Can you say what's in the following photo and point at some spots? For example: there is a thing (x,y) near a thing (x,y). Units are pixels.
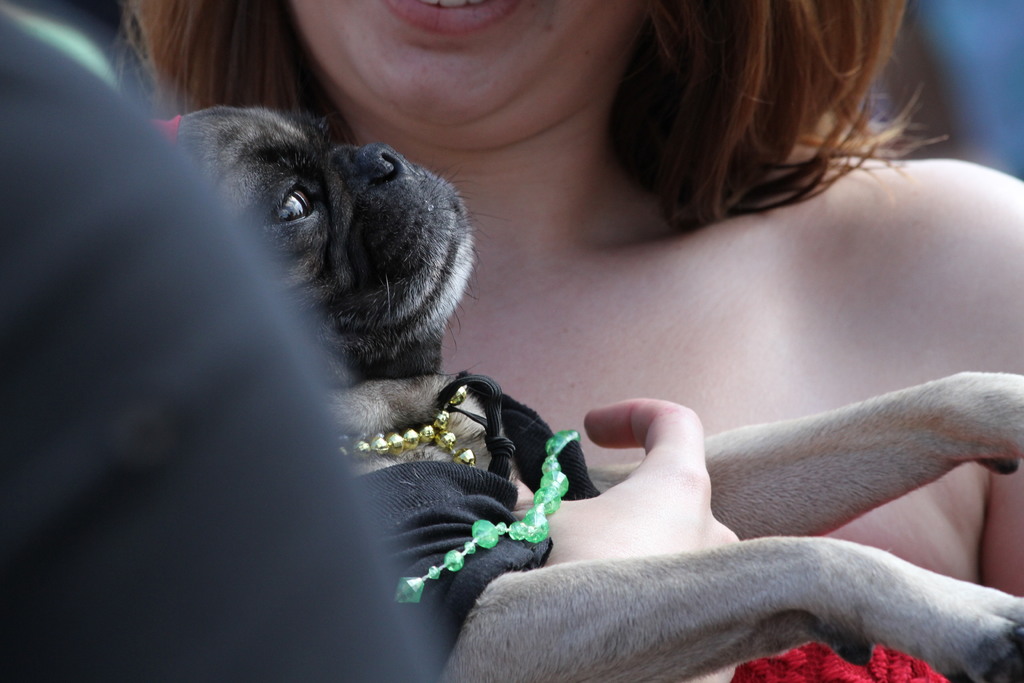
Woman (619,162) in red dress (813,657) is holding puppy (426,360) in her hands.
